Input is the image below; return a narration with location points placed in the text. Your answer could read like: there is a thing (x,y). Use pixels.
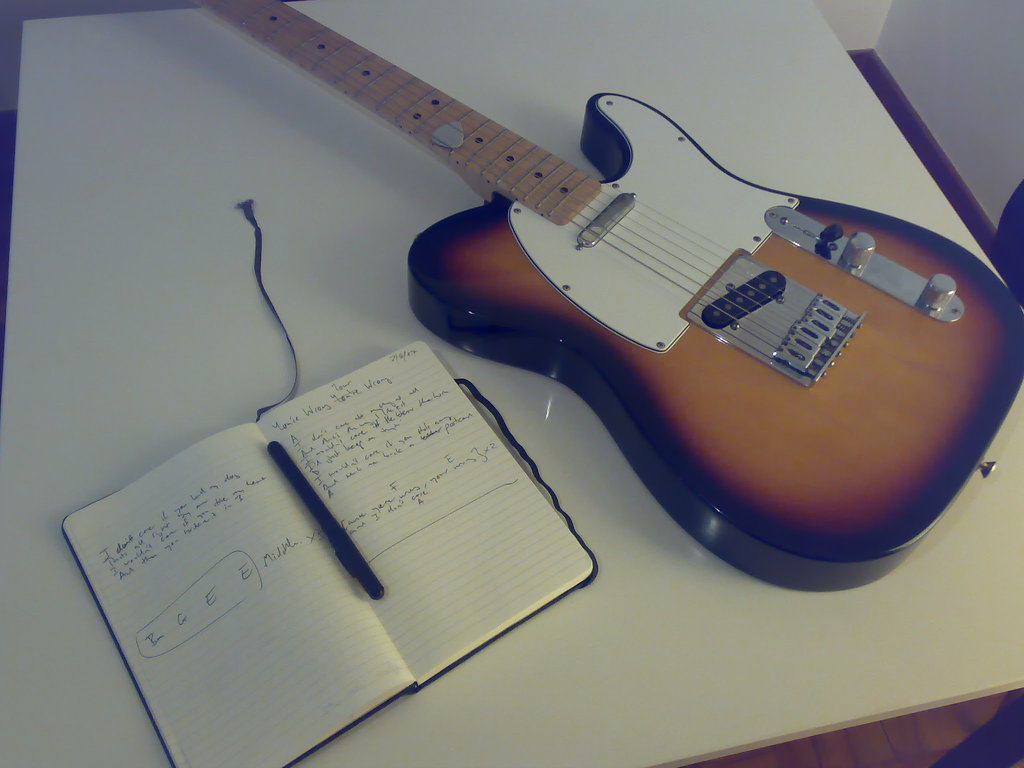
In this image I see a guitar (504,351), a book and a pen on this table (88,329).
